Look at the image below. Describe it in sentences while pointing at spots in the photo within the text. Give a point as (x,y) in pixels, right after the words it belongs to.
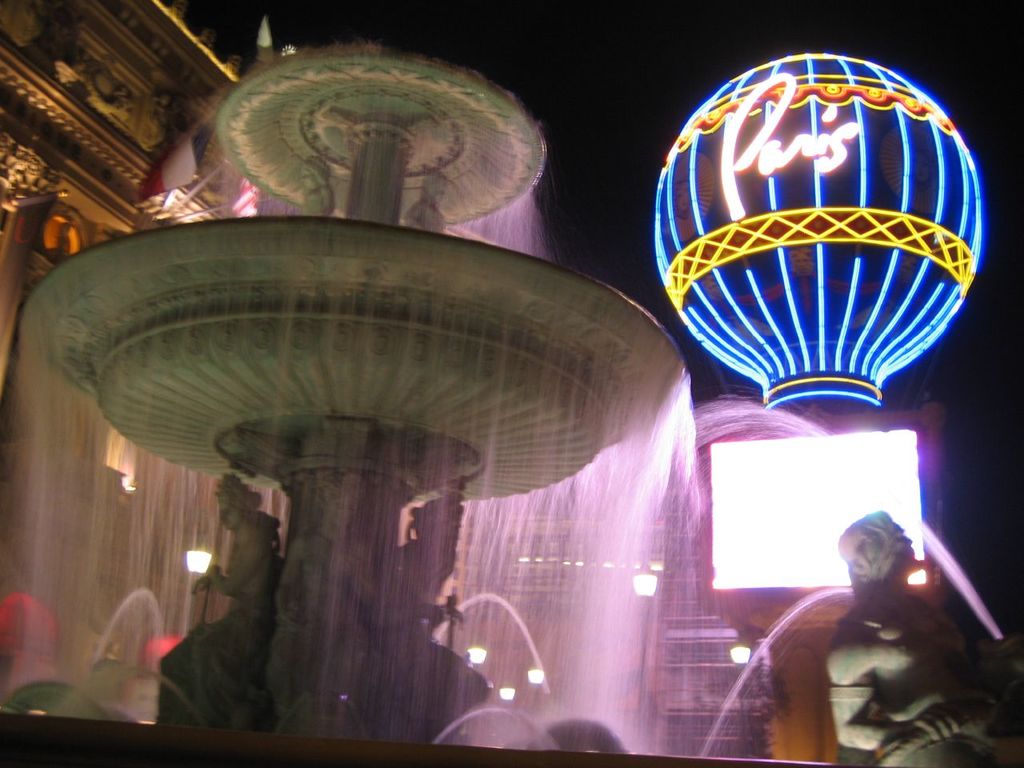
This picture seems to be clicked outside. On the right corner (917,665) we can see the sculpture (921,624) of a person (926,741) holding some objects (946,751). On the left (246,510) we can see a fountain (329,257) and the sculptures (249,641) of some persons (249,527) and some objects (404,676) and we can see the waterfall (557,540). On the right (867,183) we can see a dome (778,185) and we can see the decoration lights (829,168). In the background (721,607) we can see the building (116,110), lights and some other objects (197,175).
